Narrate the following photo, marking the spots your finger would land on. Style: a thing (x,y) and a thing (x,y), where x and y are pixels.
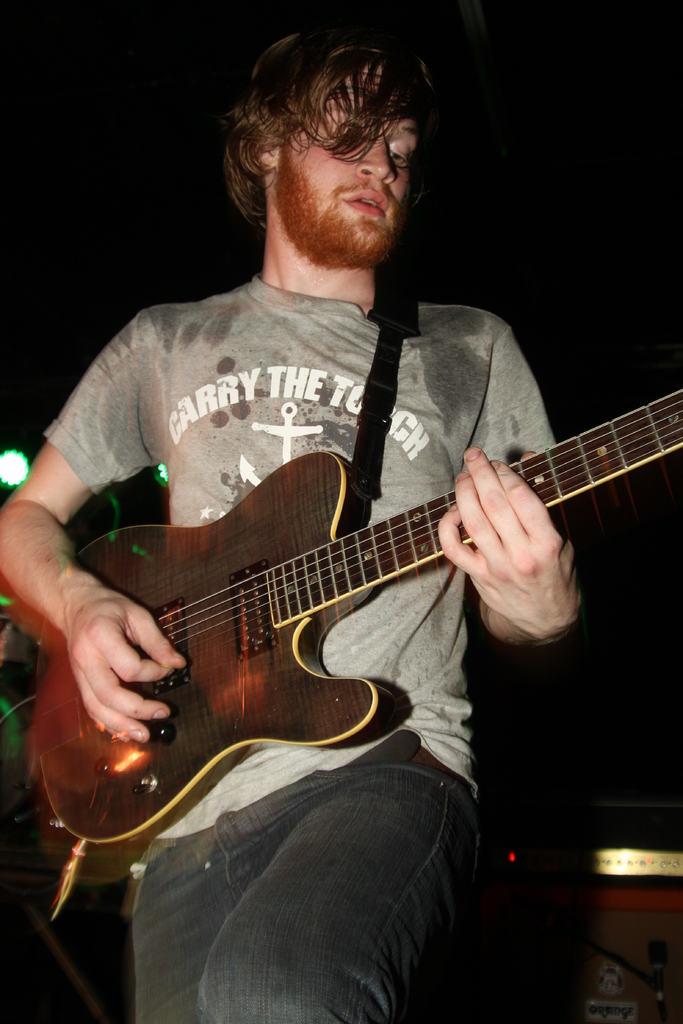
In this picture there is a person (342,218) playing guitar (271,577), behind him there are music control systems (608,819). At the top (172,139), in the background (620,88) it is dark.
